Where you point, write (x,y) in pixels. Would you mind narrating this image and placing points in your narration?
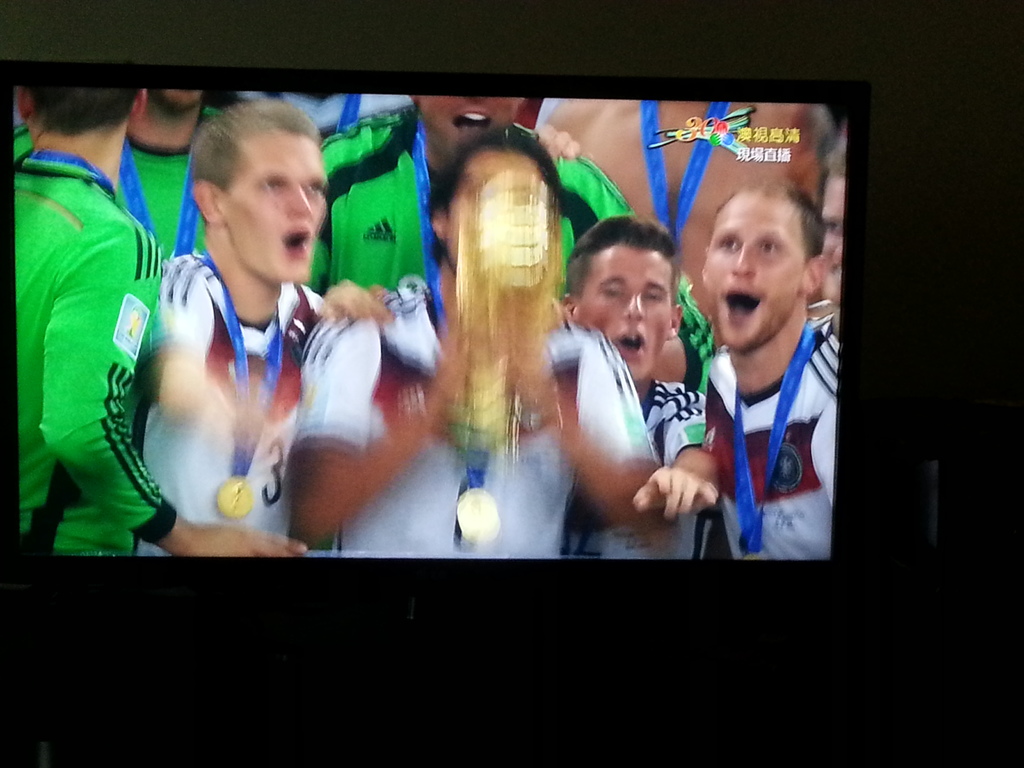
In this picture we can see the screen (659,388). On the screen (306,268) we can see some people (479,474), trophy (463,256) and text (673,139). In the background of the image (267,42) we can see the wall (270,29).
